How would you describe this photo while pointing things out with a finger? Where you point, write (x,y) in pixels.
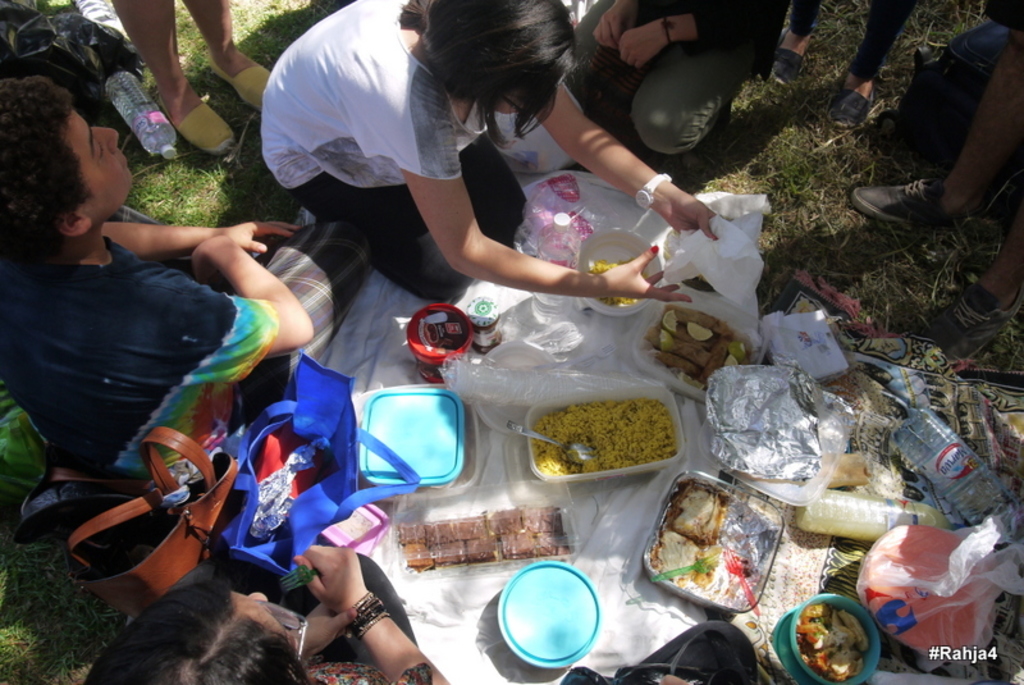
In the image few people (123,667) are sitting and standing and there are some bags (416,488) and boxes (467,432) and food items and there are some covers (29,68) and there is grass (950,238).
